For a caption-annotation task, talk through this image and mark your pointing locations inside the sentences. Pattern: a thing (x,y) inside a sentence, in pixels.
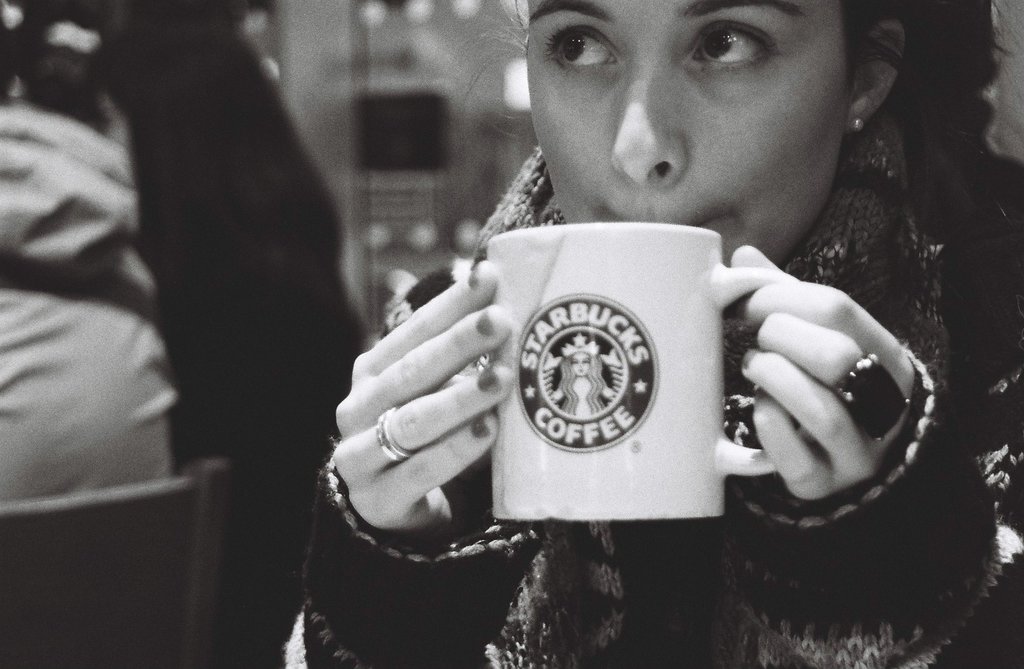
In this image there is a person (739,356) wearing black color dress (876,260) drinking coffee (633,441).
